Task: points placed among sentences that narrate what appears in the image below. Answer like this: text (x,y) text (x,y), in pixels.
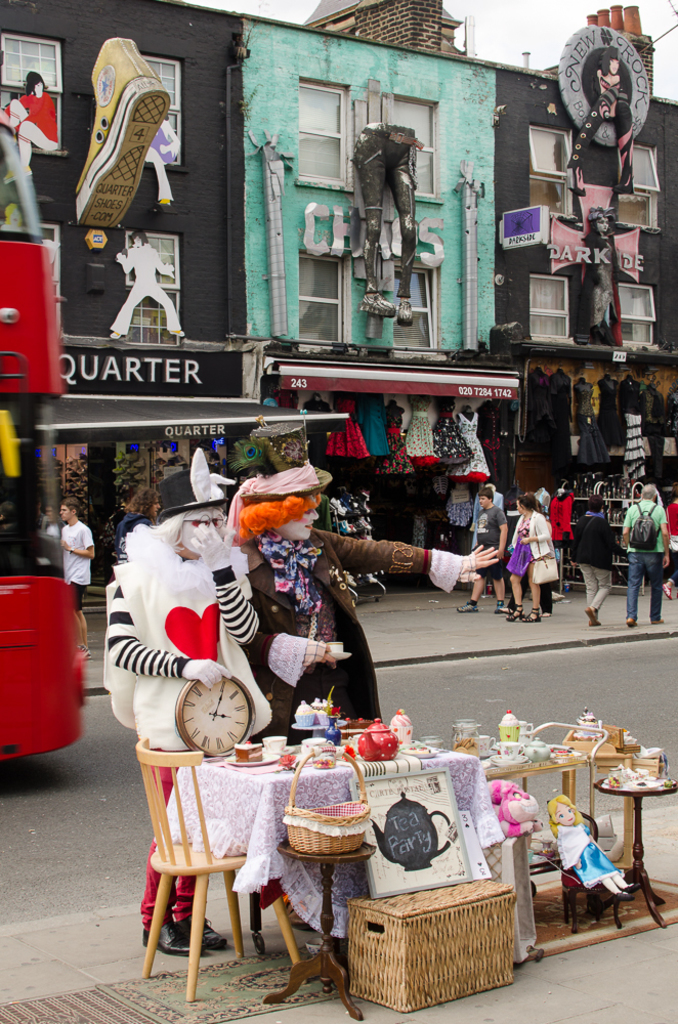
Here there are two persons (257,607) standing at the table (321,798). On the table (284,798) we can see toys (567,841), cups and jars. Beside the table (342,872) there is a chair (211,861) and a basket (428,913). In the background (295,272) there are buildings (294,115), stores (407,496) and few people (628,538).
